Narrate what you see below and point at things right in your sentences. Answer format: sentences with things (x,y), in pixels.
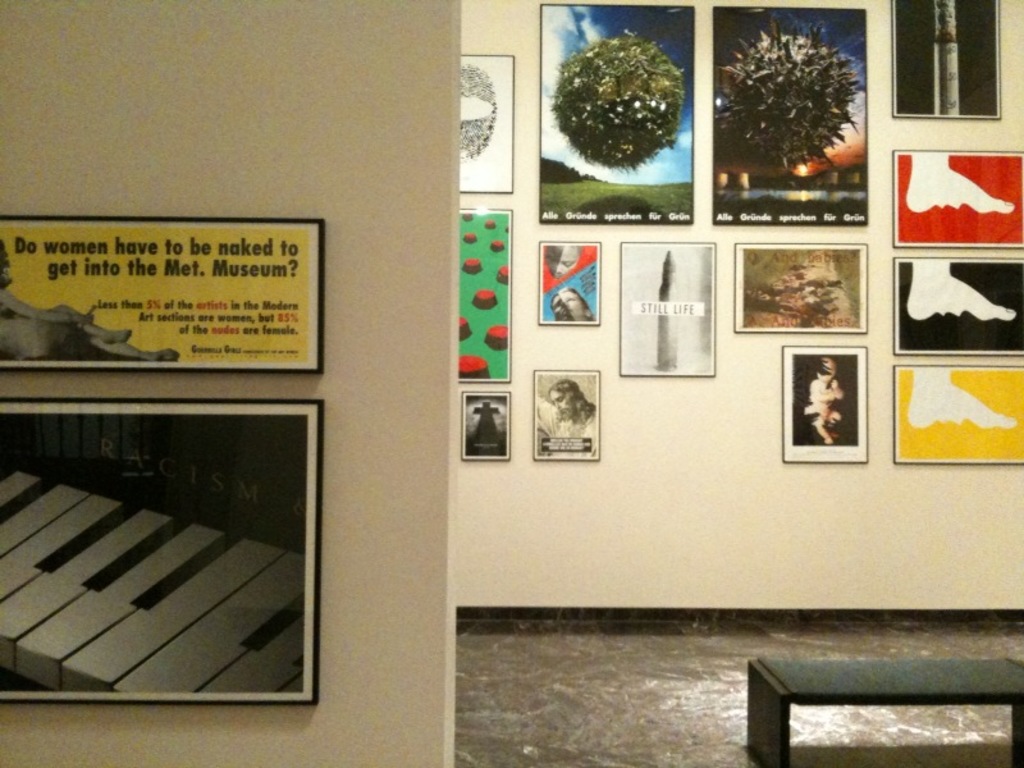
Right side of the image (925,97) there are some posters (781,34) on the wall (627,461). Left side of the image (307,323) there are two posters (246,309) on the wall (332,159).
